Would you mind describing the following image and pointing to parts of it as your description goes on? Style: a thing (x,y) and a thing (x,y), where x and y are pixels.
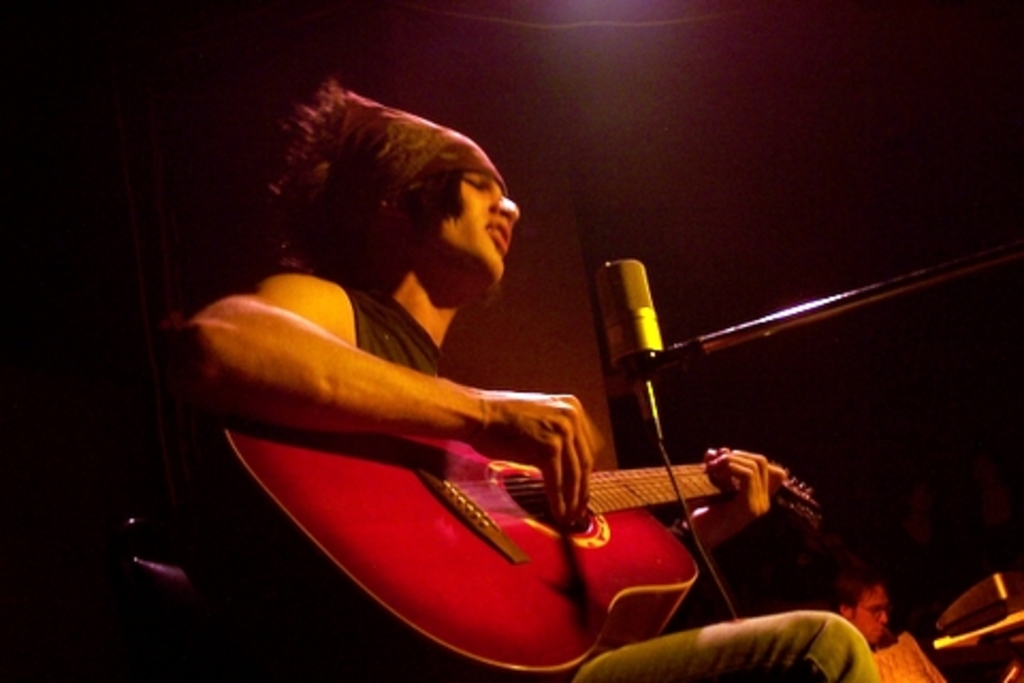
In this image I can see a person (758,457) playing a guitar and he is singing on a microphone (606,330).
